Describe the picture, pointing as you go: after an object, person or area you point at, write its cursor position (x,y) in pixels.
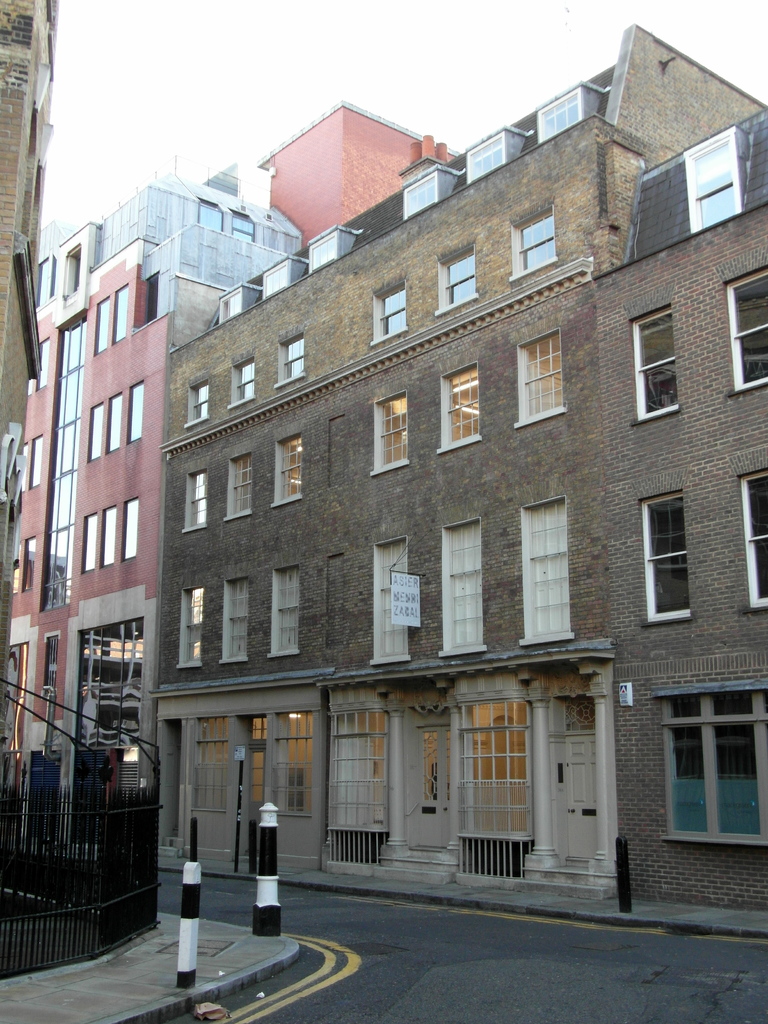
In this image I see the buildings (223,274) and I see the footpath (394,895), road (423,960) on which there are yellow lines (353,960) and I see the poles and it is white in the background (223,62) and I can also see the fencing (84,818) over here.
